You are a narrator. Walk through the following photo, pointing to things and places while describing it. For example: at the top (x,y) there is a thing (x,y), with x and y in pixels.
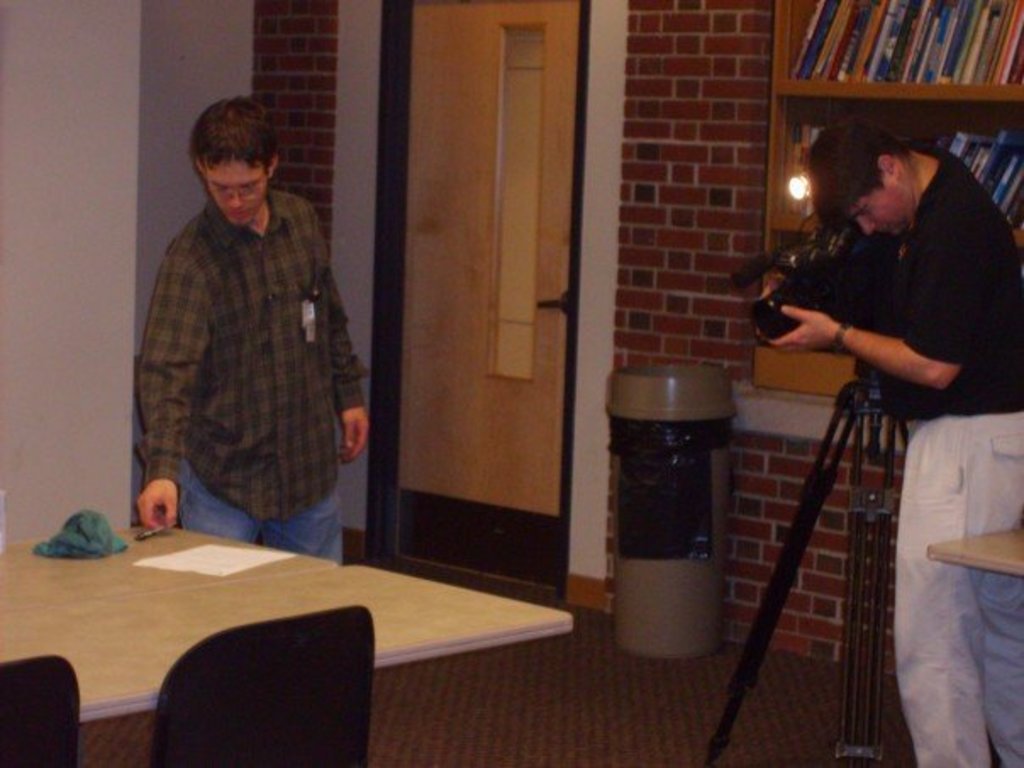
In this picture we can see two men (911,554) where one is holding camera (816,293) in his hand (768,287) and taking picture other is dropping pen (148,537) on table (50,644) where on table (77,561) we have paper (189,552), cloth (71,538) aside to this table (217,621) chairs (199,662) and in background (447,375) we can see door (480,106), wall (681,178), racks (846,83) with books (901,70) in it, bin (651,464).
